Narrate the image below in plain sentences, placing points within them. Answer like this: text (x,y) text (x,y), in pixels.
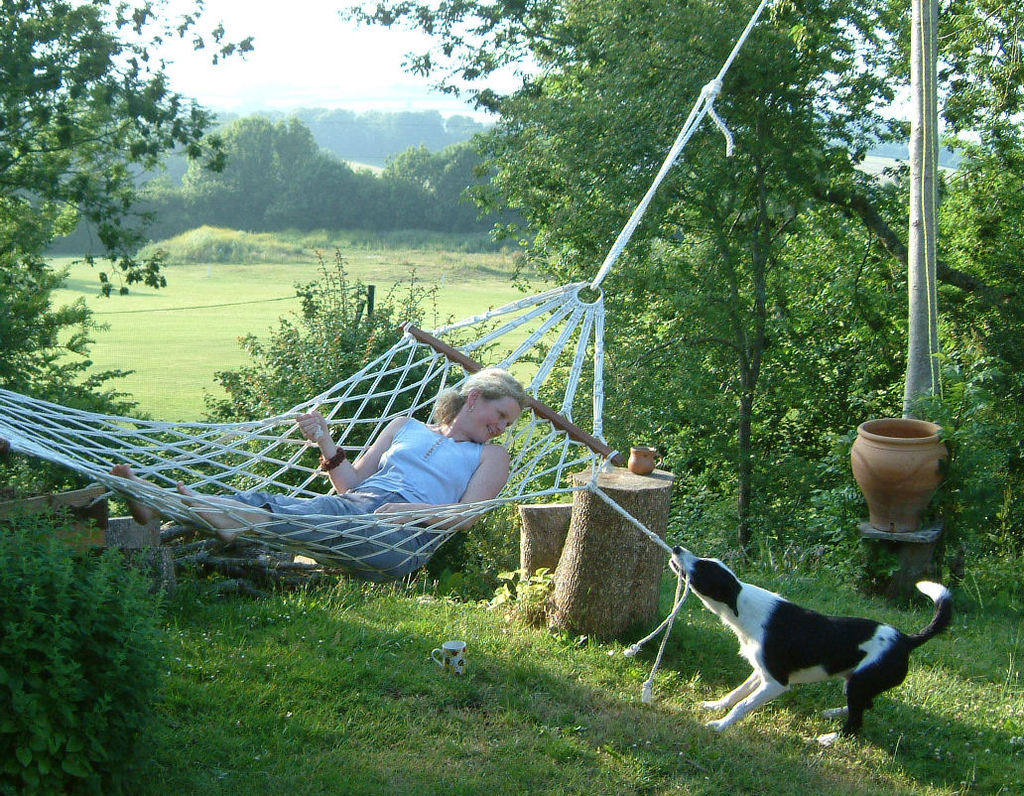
In this picture I can see a woman (354,472) lying on a hammock (264,459), on the right side (948,614) a dog (757,619) is pulling the rope (666,620) and there is a pot (903,478). In the background (606,376) there are trees (796,340), at the top (396,77) there is the sky (389,89).
